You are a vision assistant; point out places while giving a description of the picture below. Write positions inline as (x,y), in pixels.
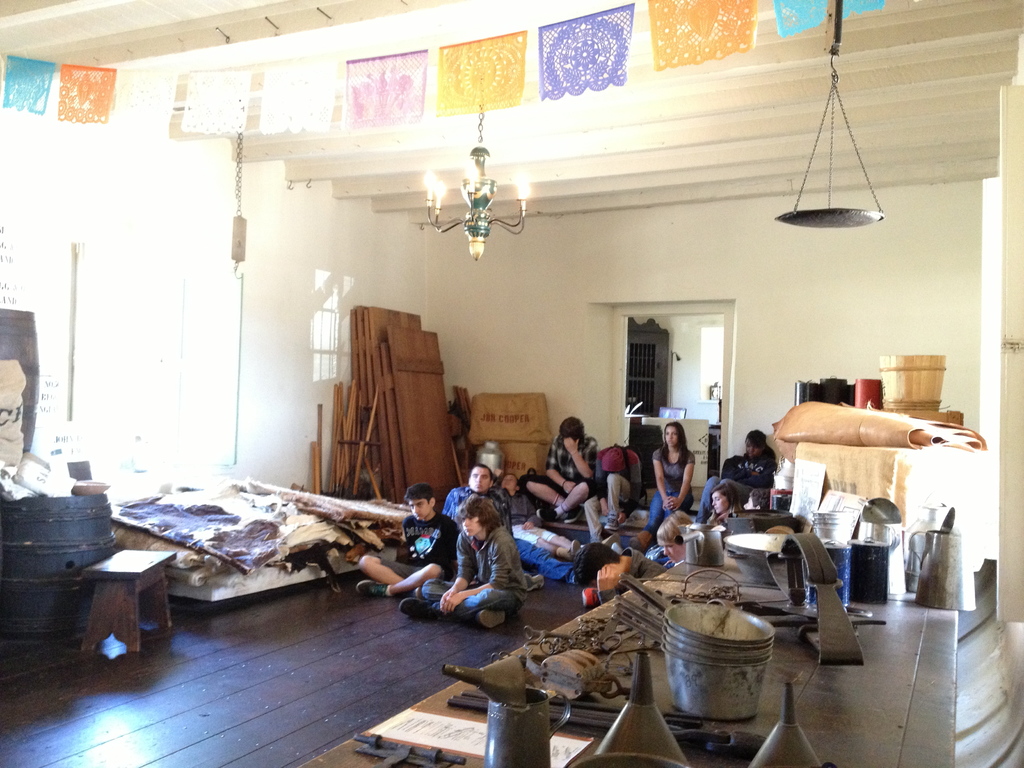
People (562,499) are sitting, above there is decoration (481,86) and the light (494,186), there are some utensils (648,674), here there is bench (97,587), in the back (654,271) there is wall (654,271).
